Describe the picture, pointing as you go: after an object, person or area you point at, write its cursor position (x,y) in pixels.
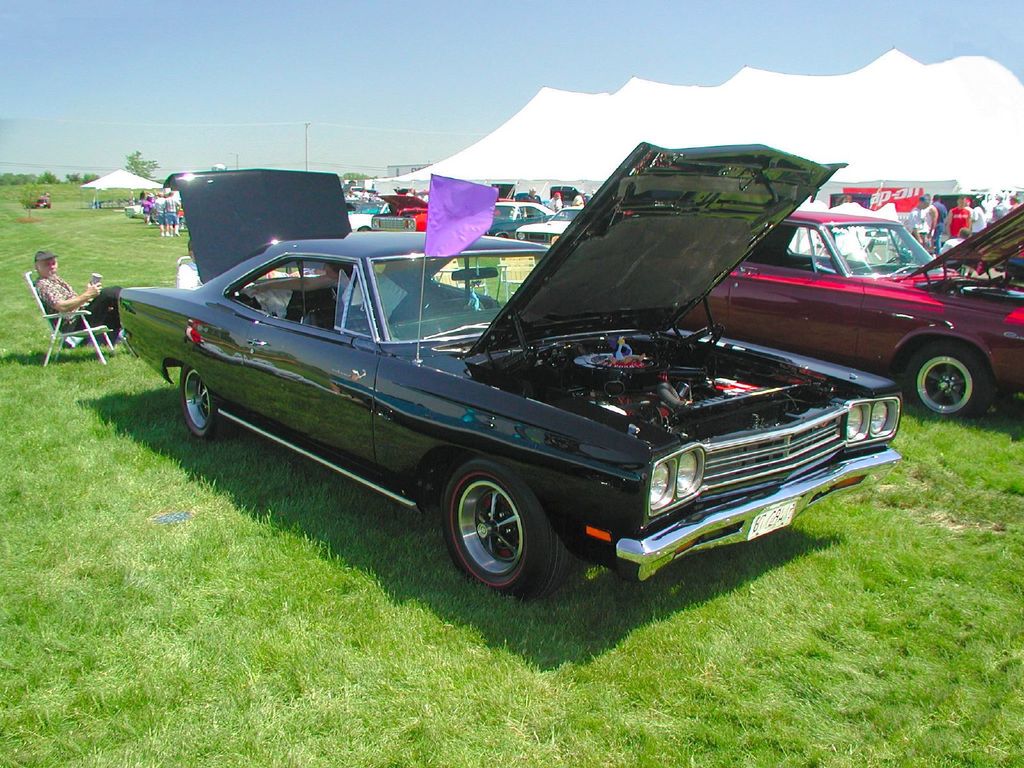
There are vehicles (565,321) and few persons (982,221) on the ground (77,582). There is a person (88,317) sitting on the chair (67,320). Here we can see a flag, tent (518,163), umbrella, pole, and trees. In the background (420,98) there is sky (616,25).
